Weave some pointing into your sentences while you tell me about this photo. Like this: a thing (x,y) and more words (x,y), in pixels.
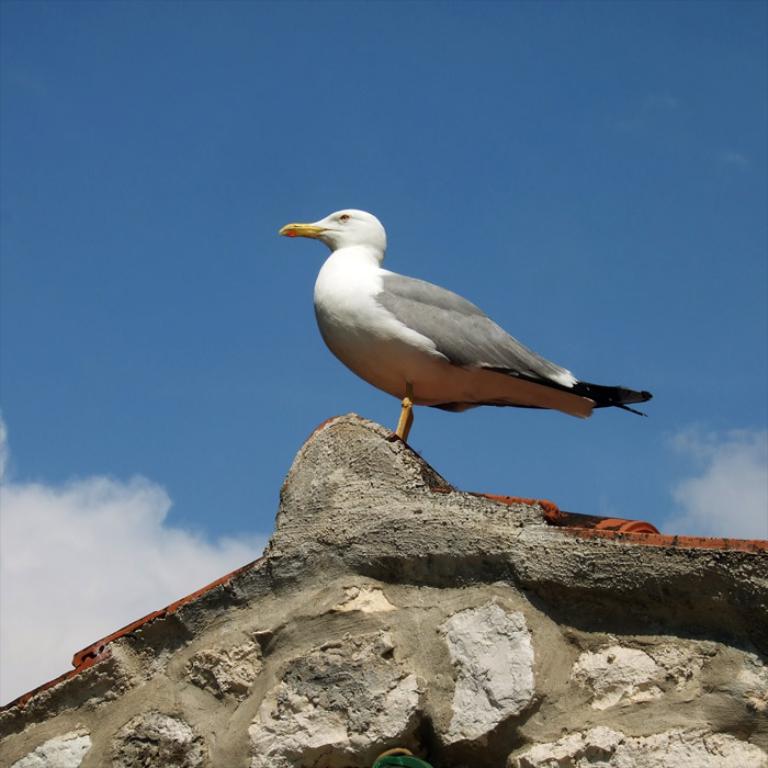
In this image, we can see a bird (384,308) on an object (285,568). We can also see the sky (540,229) with clouds (252,553).
